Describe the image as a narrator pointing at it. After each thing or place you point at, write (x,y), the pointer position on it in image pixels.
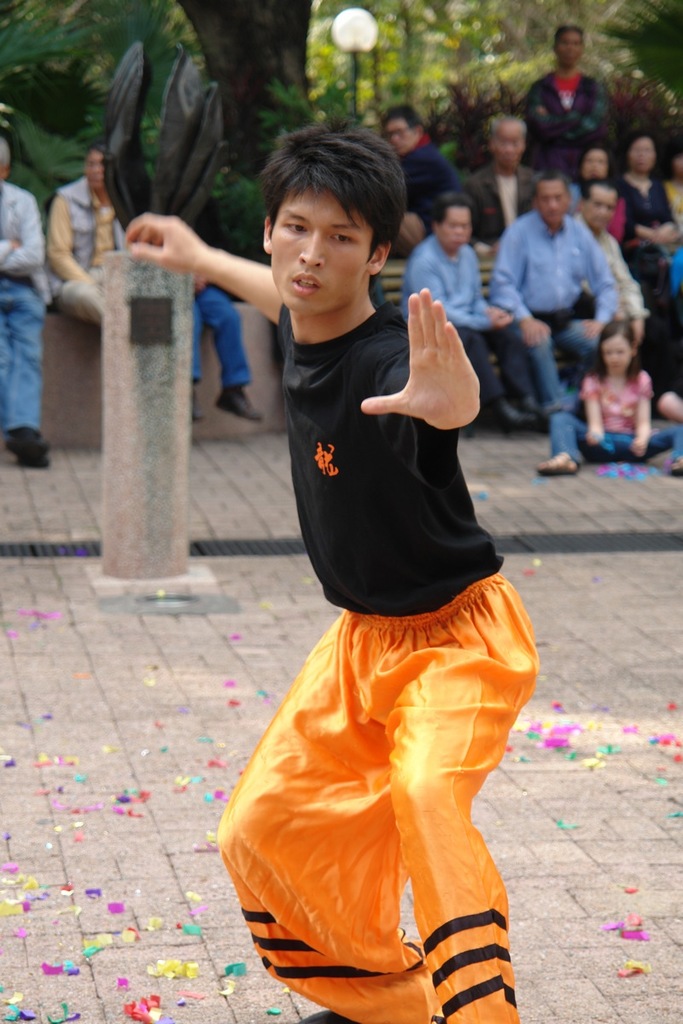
This image consists of a man (429,843) doing martial art. At the bottom (136,832), there is a ground (180,671). In the background (679,190), we can see many persons (681,282) sitting. And there are trees (639,75) and plants (639,75).
